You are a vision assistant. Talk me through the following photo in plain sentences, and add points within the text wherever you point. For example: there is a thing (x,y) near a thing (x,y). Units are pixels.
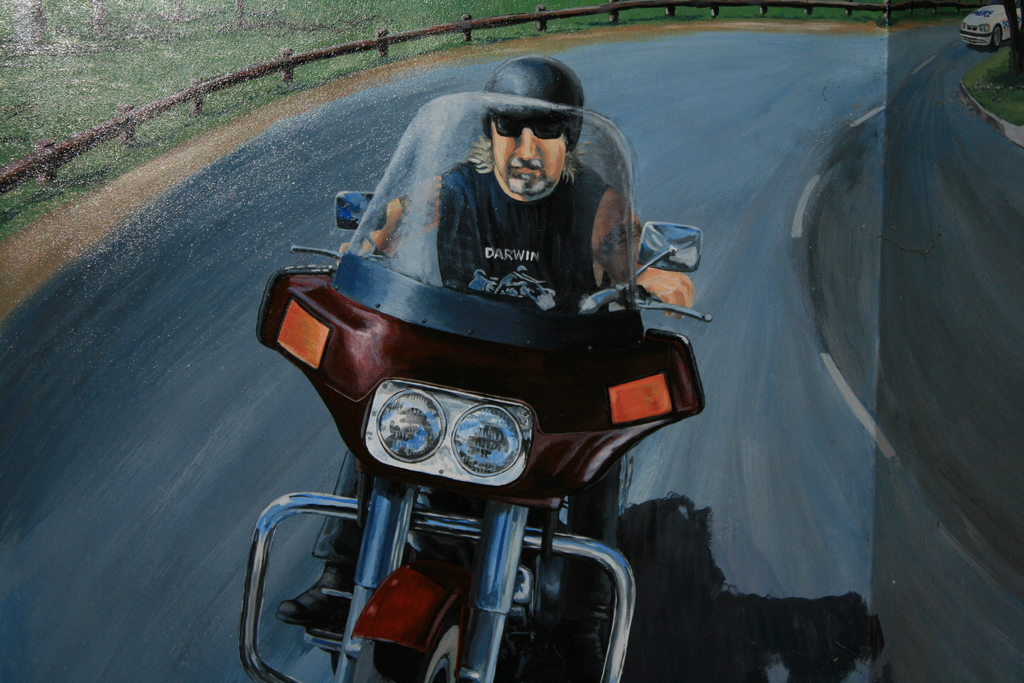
We can see the picture of a painting (450,323). In this image we can see a man (488,268) is riding bike (401,396) on the road (267,270). In the background (236,10) we can see fence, grass (266,7) on the ground (102,190) and a vehicle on the road (851,175).
